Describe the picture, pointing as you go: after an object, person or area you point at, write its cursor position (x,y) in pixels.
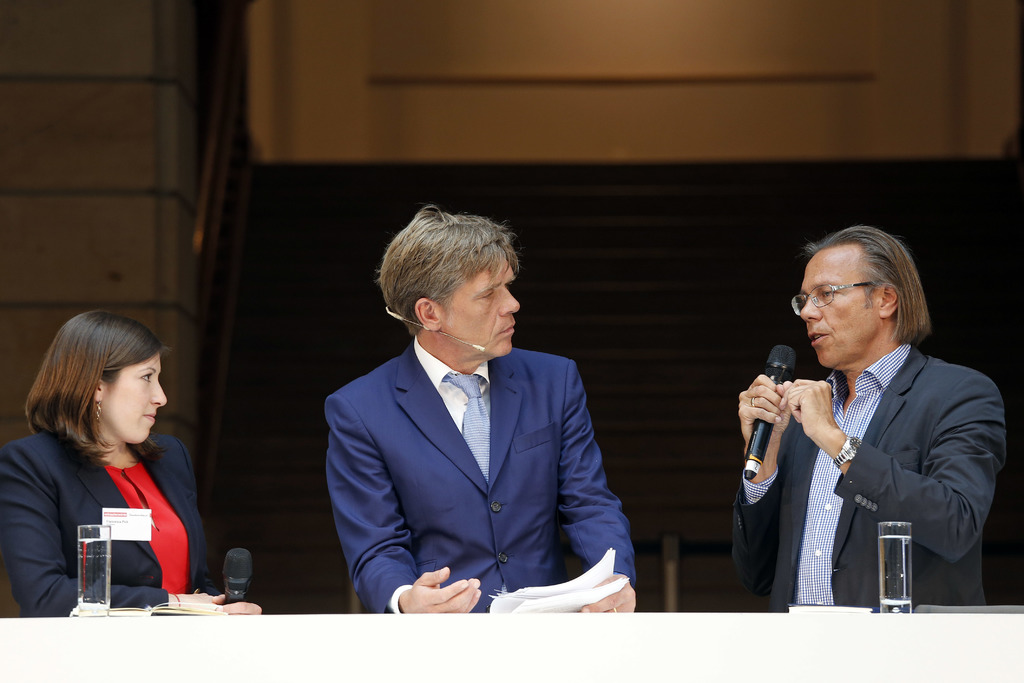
At the right side of the picture (799,379) we can see one man (865,378) holding a mike (760,424) in his hand (767,416) and talking. this is a water glass (884,525). We can see this man (517,485) wearing blue colour blazer (514,503), holding papers (584,591) in his hand (611,598). At the left side of the picture (80,338) we can see a woman (203,593) holding a mike (237,600) in her hand (215,597). This is a water glass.
